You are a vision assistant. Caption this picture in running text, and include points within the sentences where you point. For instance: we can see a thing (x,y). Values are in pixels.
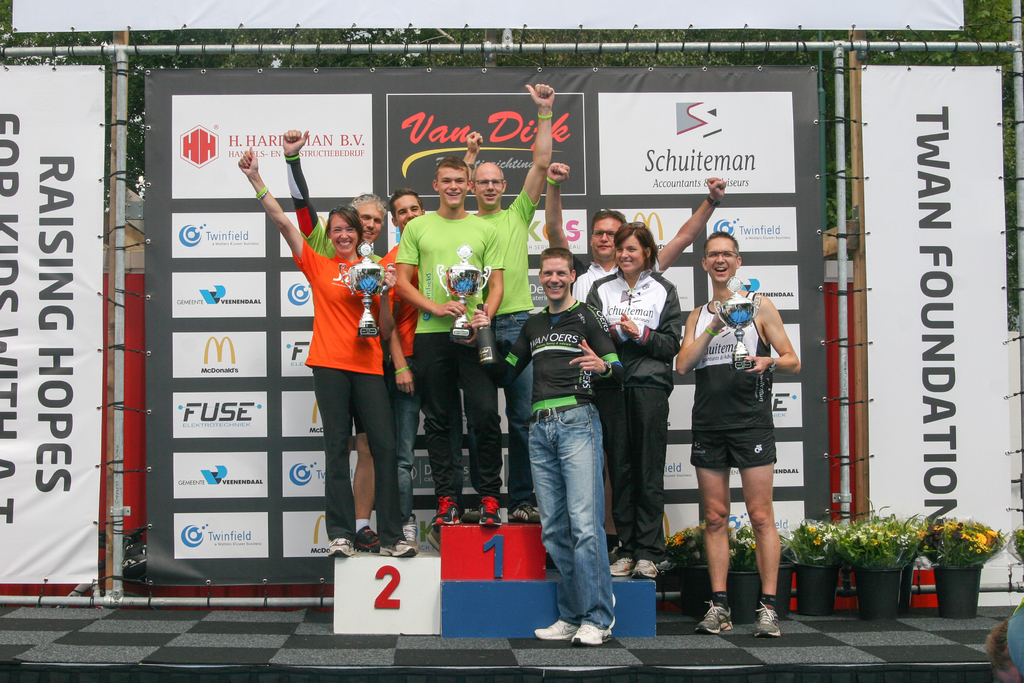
In the picture we can see a group of people (547,385) standing on the plank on it, we can see numbers 2 and 1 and the people (762,614) are holding some prizes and in the background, we can see a wall (254,311) with advertisements (238,311) to it and near to it we can see some plants (824,590).
